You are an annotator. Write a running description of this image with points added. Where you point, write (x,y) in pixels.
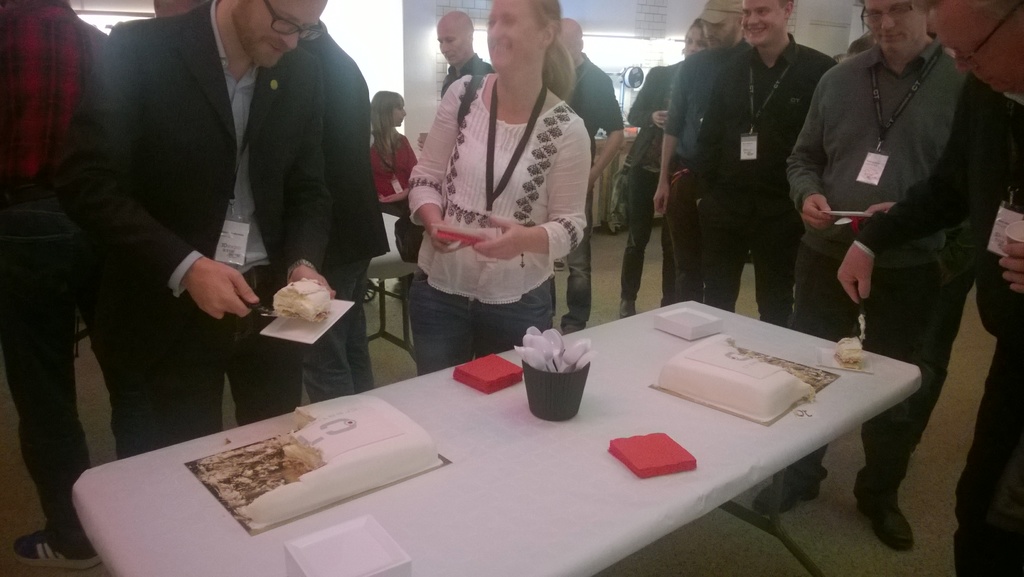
In the image few people (586,250) are standing near to the table (144,502), On the table (724,320) there is cake (858,353), spoons (530,358) and plates (374,525).
